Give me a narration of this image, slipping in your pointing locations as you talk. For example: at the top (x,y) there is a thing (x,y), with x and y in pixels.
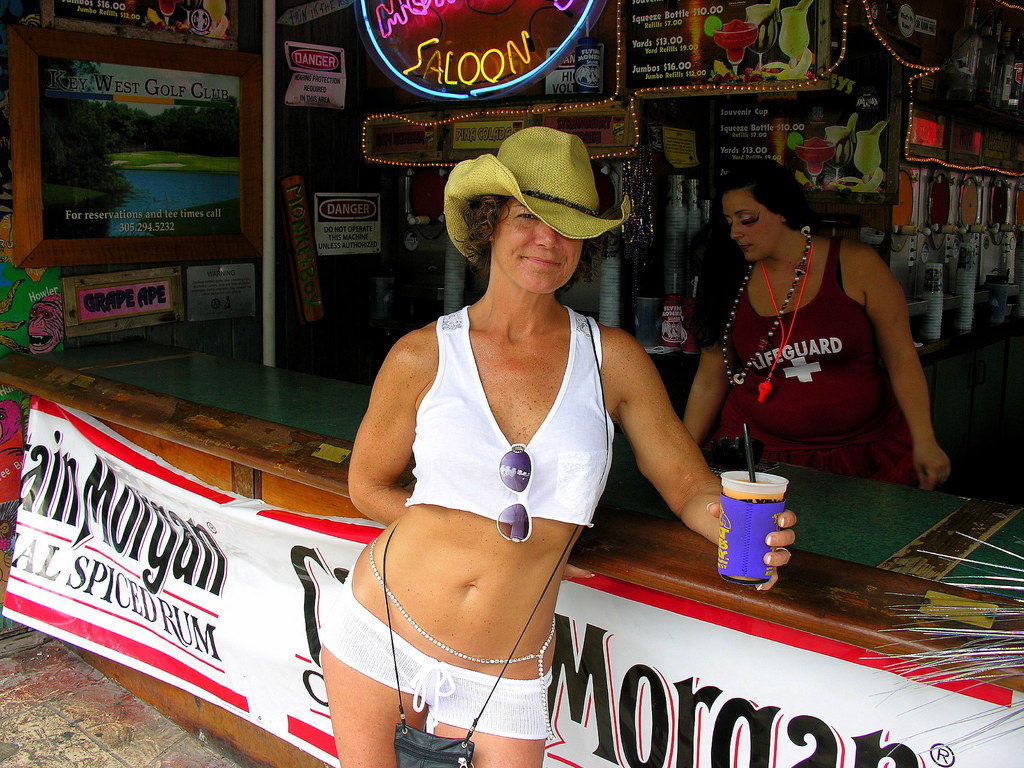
In the picture we can see a woman (329,684) standing near the shop desk (955,535) and she is with white top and goggles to it and she is holding a glass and wearing a hat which is green in color and in the background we can see a woman (885,315) standing in the shop (622,323) and in the shop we can see some things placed with lights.
